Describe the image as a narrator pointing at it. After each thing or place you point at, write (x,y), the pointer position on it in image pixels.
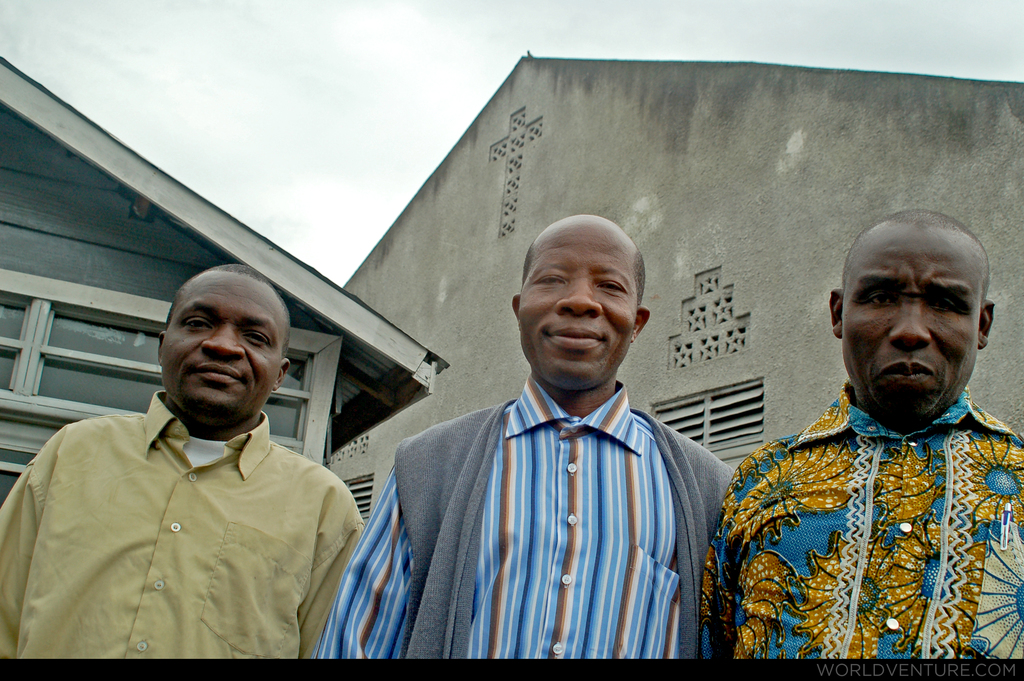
In this image there are three man (491,559) standing, in the background (462,166) there is a house (318,298) and a sky (660,15).
